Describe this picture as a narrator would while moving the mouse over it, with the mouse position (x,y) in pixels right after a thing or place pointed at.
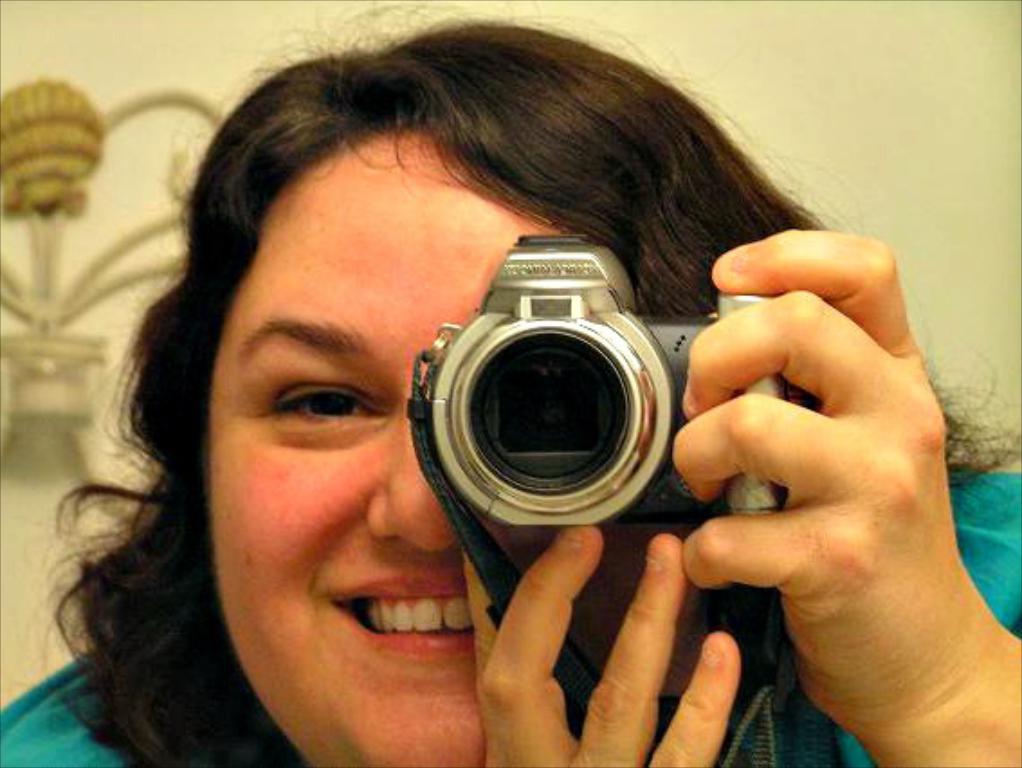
In this picture we can see a woman (238,423) holding a camera (587,608) with her hand (731,646) and smiling and in the background (173,59) we can see an object (148,106) on the wall (144,217).
